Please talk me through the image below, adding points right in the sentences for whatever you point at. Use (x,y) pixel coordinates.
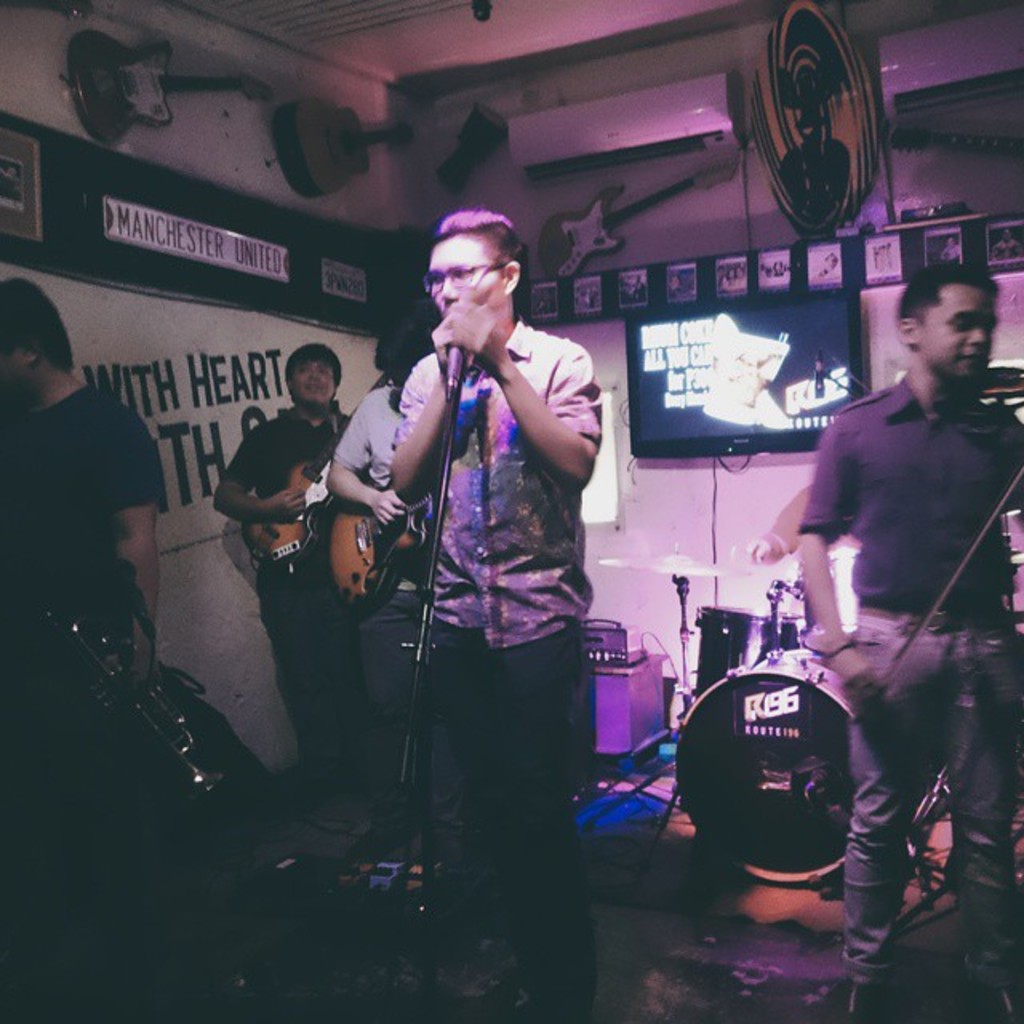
In this image there is man (402,433) standing and singing a song in the microphone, another 2 persons (387,520) standing and playing a guitar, another man (29,469) standing and holding trumpet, another man (928,388) standing, and the background there is television (644,403), drums (709,726), guitar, air conditioner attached to wall (494,163).
